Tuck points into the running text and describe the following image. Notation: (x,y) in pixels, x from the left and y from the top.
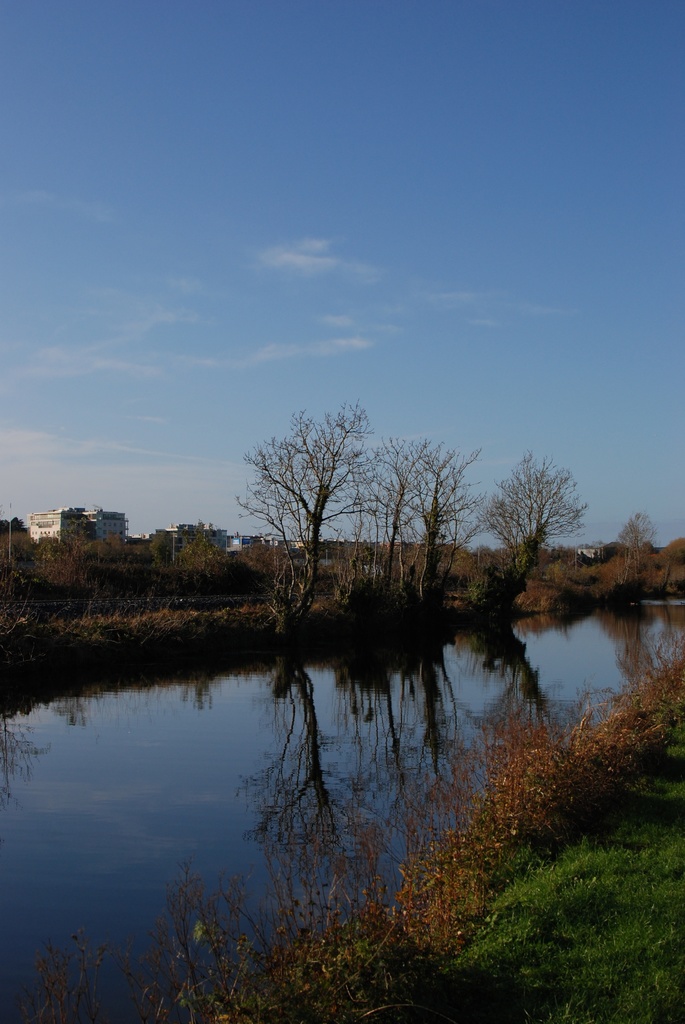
At the bottom of the picture (519,872), we see grass (546,978) and trees (459,851). Beside that, we see water (175,801) and this water (191,775) might be in the pond (275,726). There are trees (167,568) and buildings (230,546) in the background (453,539). At the top of the picture (358,133), we see the sky (358,133), which is blue in color.
